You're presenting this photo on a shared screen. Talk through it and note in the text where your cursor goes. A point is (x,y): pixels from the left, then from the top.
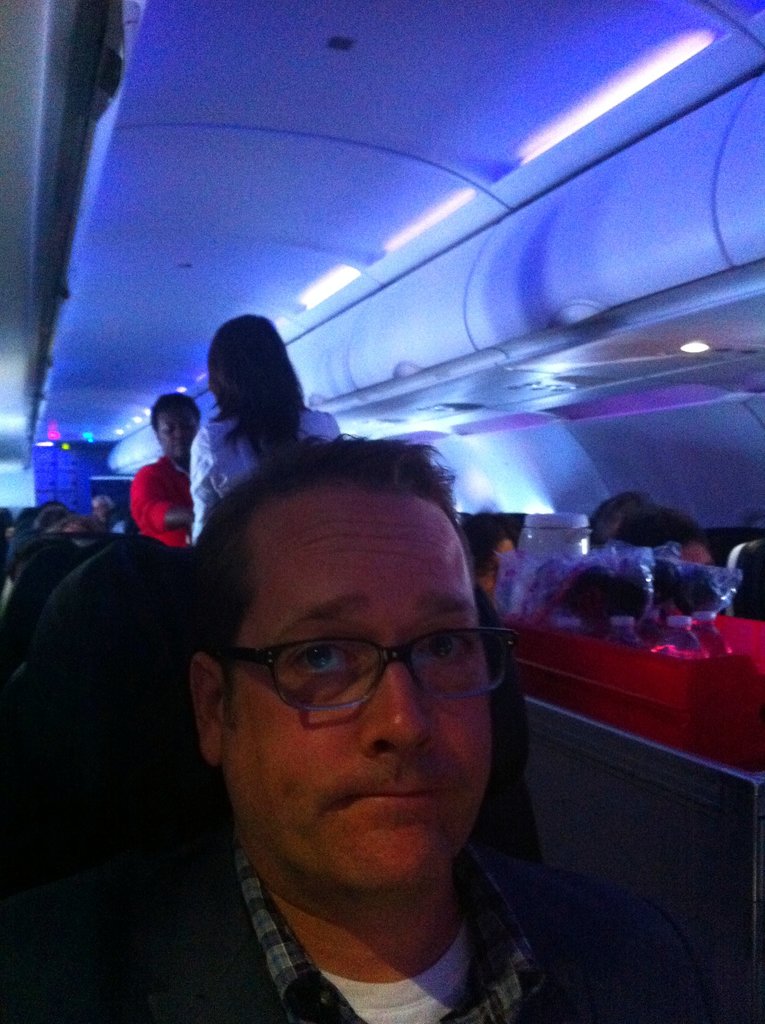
In this image we can see inside view of a flight (513,690). There are many people (269,585). One person (281,639) is wearing specs (314,649). At the top (322,293) we can see lights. And there are few other items (573,576).
